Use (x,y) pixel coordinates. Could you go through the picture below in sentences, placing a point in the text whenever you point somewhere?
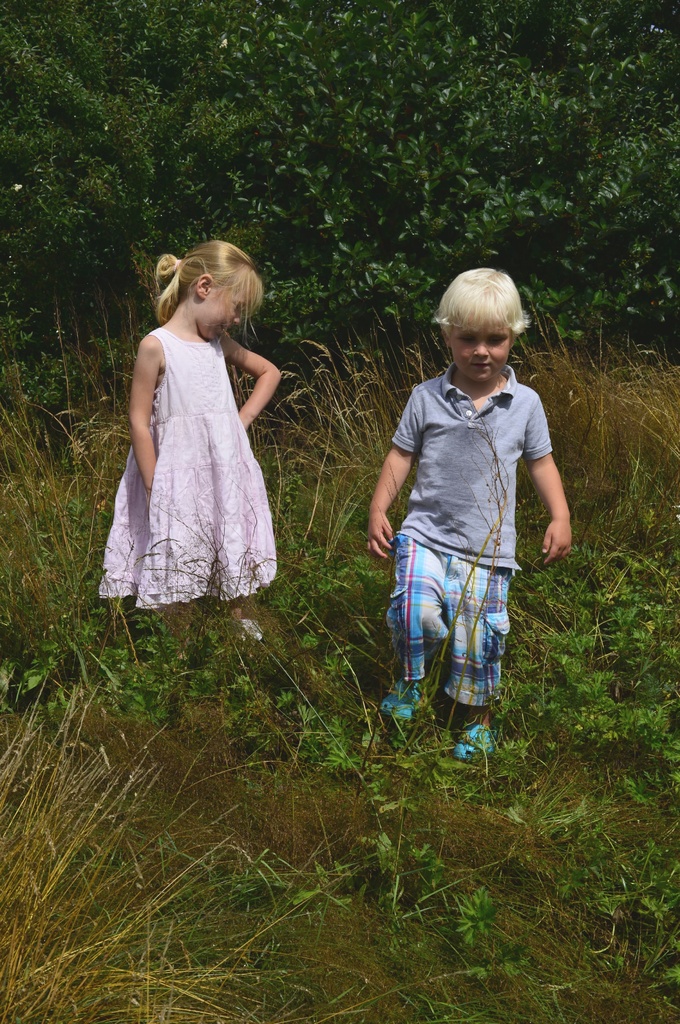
In this image there are two kids (189,492) on a grassland (362,511), in the background (469,166) there are trees (480,166).
